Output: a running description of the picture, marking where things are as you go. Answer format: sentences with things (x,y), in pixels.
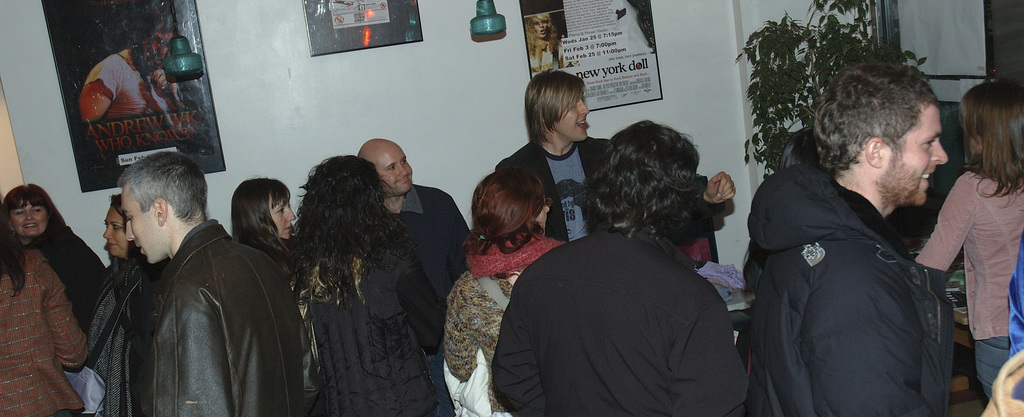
There are groups of people (366,200) standing. This looks like a houseplant (843,65). These are the frames (341,50), which are attached to the wall (385,76). I think these are the lamps (484,12) hanging. This looks like a door (963,41).
